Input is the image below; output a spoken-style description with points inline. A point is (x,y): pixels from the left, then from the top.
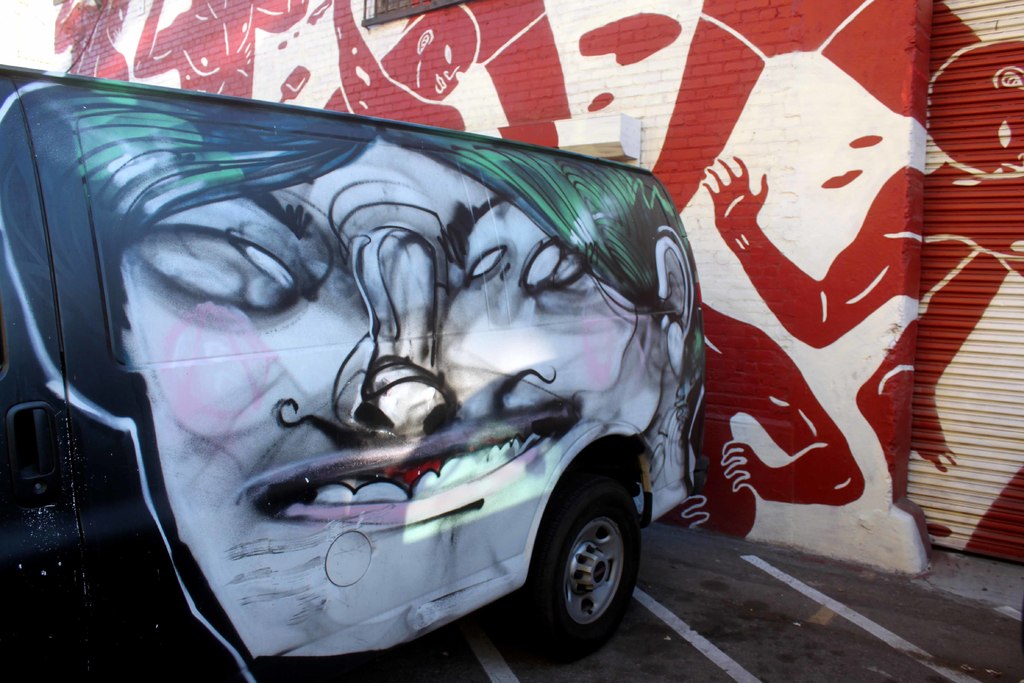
In this image we can see a vehicle (430,431) on the road (764,621). In the background (722,76), we can see a wall (776,443). There is a shutter (971,472) on the right side of the image (971,472).
